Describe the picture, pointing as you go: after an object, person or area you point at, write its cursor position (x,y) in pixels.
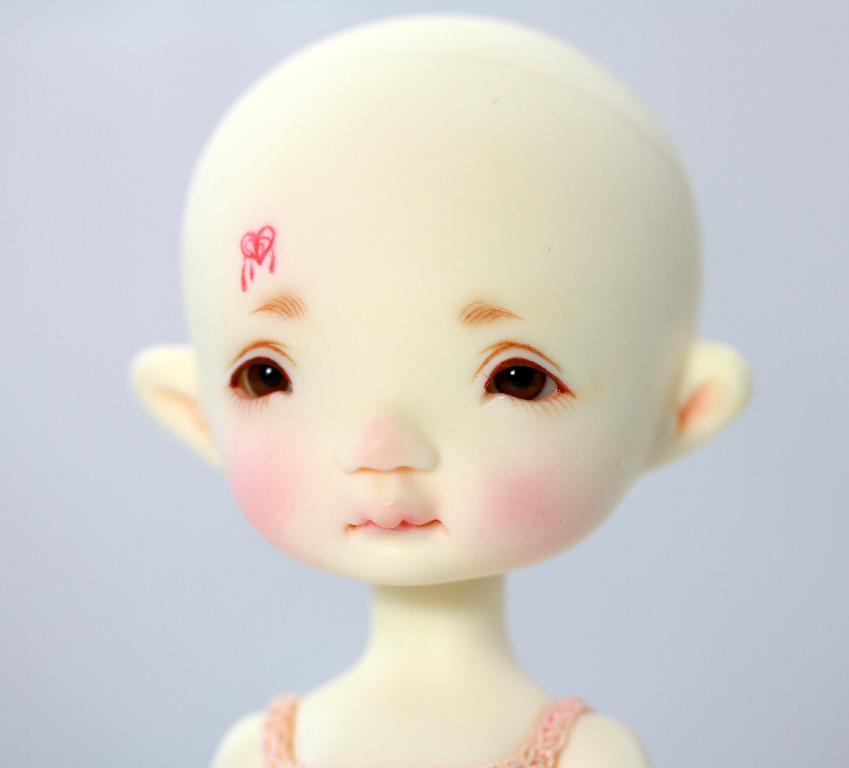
In this picture we can see doll (395,424), which looks like a girl (380,489). On the back (756,515) we can see white color wall (750,497). This doll (477,602) is wearing pink color dress (530,751).
